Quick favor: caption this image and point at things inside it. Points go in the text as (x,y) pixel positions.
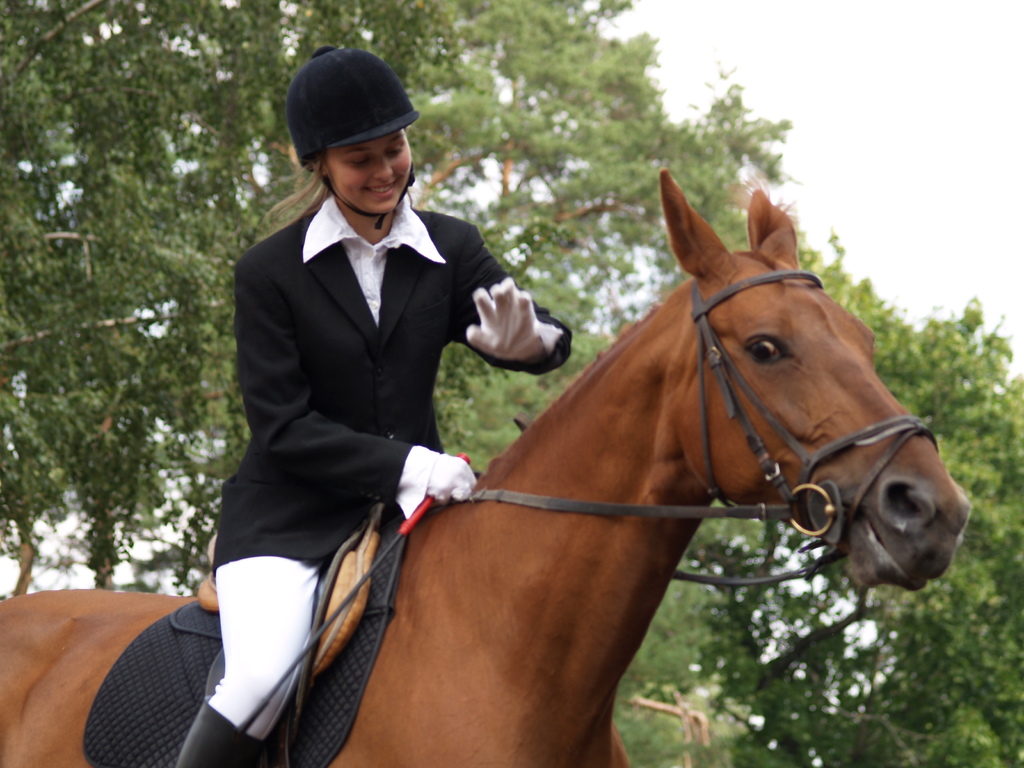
In this picture I can observe a woman (334,310) wearing black and white color dress (285,365) and a helmet (349,106). She is sitting on the brown color horse (455,620). The woman (277,660) is smiling. In the background (178,275) I can observe some trees (546,240) and sky (813,180).
